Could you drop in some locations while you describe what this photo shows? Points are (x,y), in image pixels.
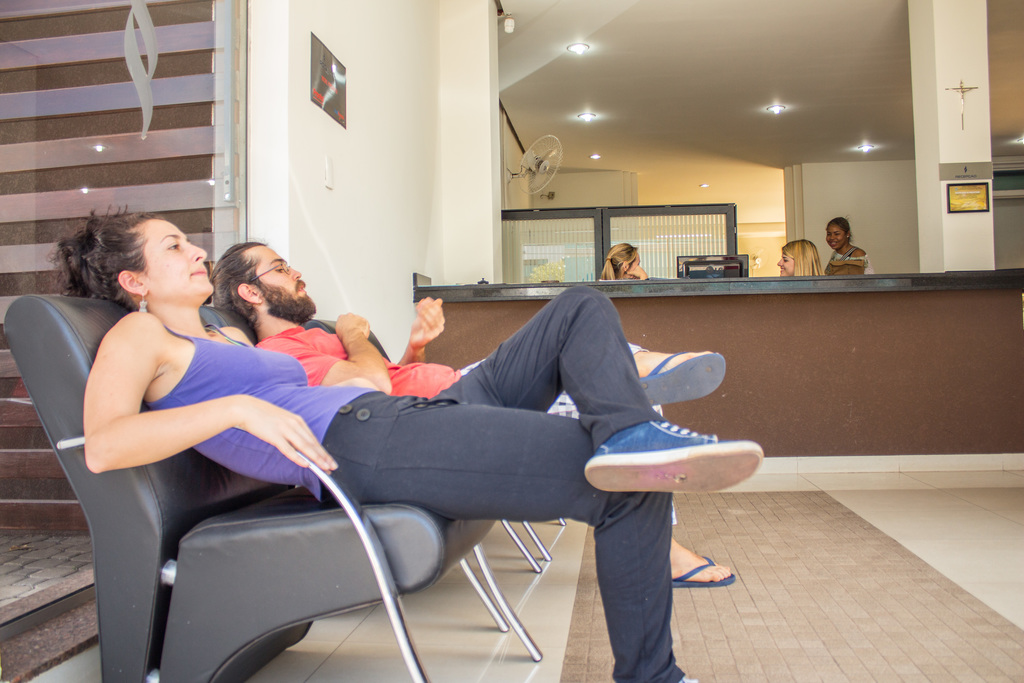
In the image there are five people (173,386). Two people (164,380) both men (299,344) and women (295,465) are sitting on chairs (198,643) remaining three people (633,264) are behind the table (764,322). On left side (341,89) we can see a board (342,112), switch board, fan (546,149). On right side (935,121) we can see a pillar (923,117) on top we can see few lights (866,150).
